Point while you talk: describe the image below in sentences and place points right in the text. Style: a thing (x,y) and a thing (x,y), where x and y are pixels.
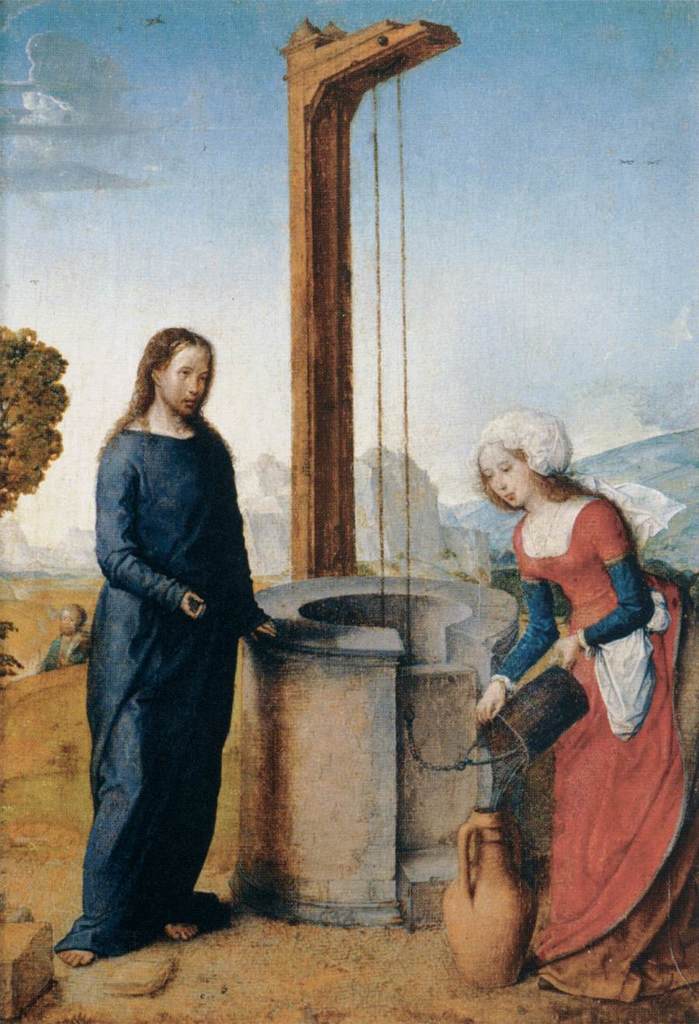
In this image there are people (180,745). The lady (585,818) standing on the right (565,761) is holding a bucket (540,682). At the bottom (496,843) there is a vase (461,859). On the left (42,454) there is a tree (9,329). In the background (57,463) there are hills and sky (70,492). In the center (377,659) there is a well (370,693).
